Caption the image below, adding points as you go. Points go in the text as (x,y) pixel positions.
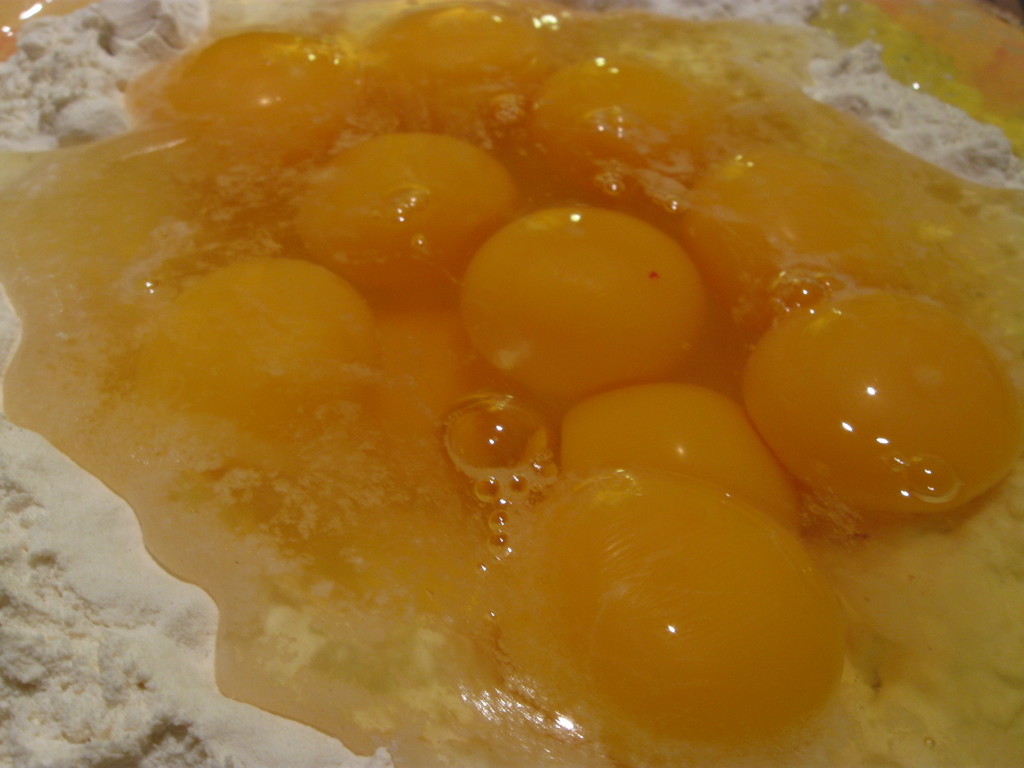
In this image I can see the cream colored flour (80,98) and the yellow colored liquid (293,445) on the flour (84,683).
